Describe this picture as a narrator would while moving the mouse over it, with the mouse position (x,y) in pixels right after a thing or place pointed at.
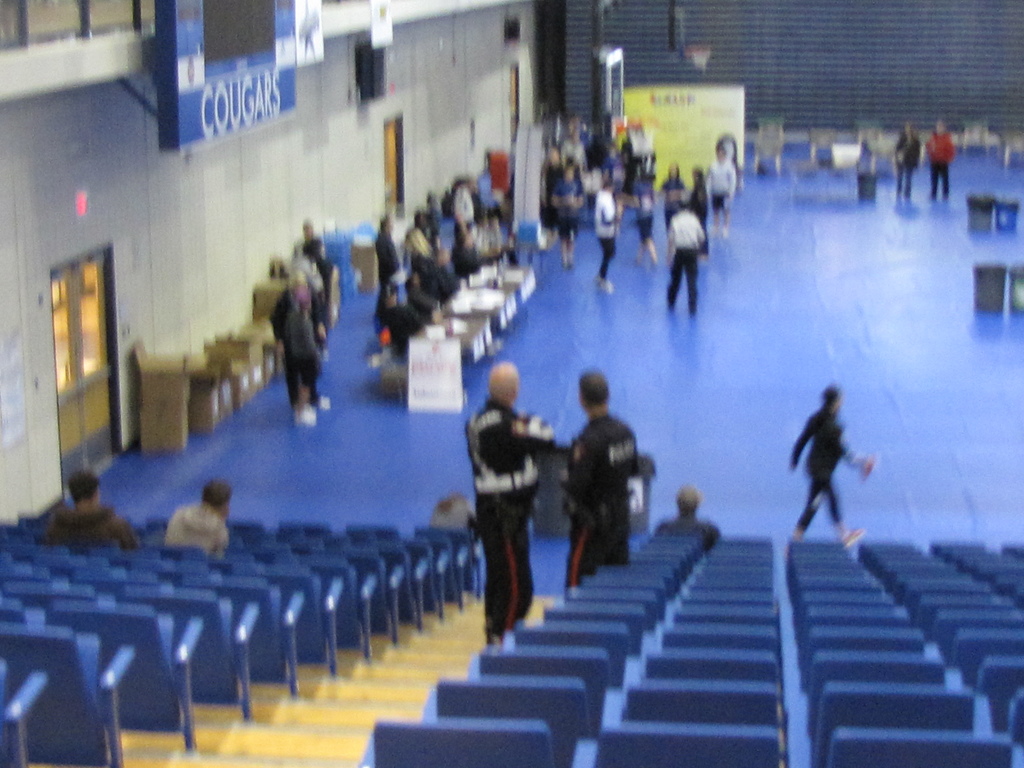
In this image we can see chairs (220,605), people (302,333), tables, hoardings (731,94), bins (986,197), cardboard boxes (170,446) and door (87,325).
